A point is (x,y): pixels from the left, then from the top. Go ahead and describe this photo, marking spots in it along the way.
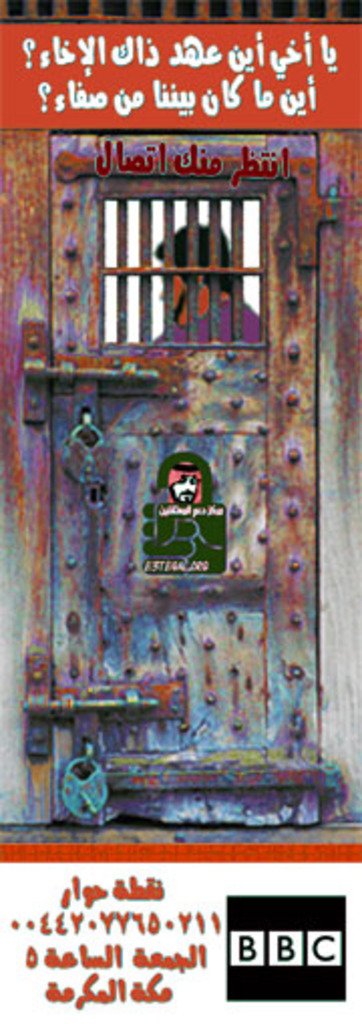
In this image we can see the picture of a person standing beside a door (243,688) which is locked. We can also see some text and a logo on it.
